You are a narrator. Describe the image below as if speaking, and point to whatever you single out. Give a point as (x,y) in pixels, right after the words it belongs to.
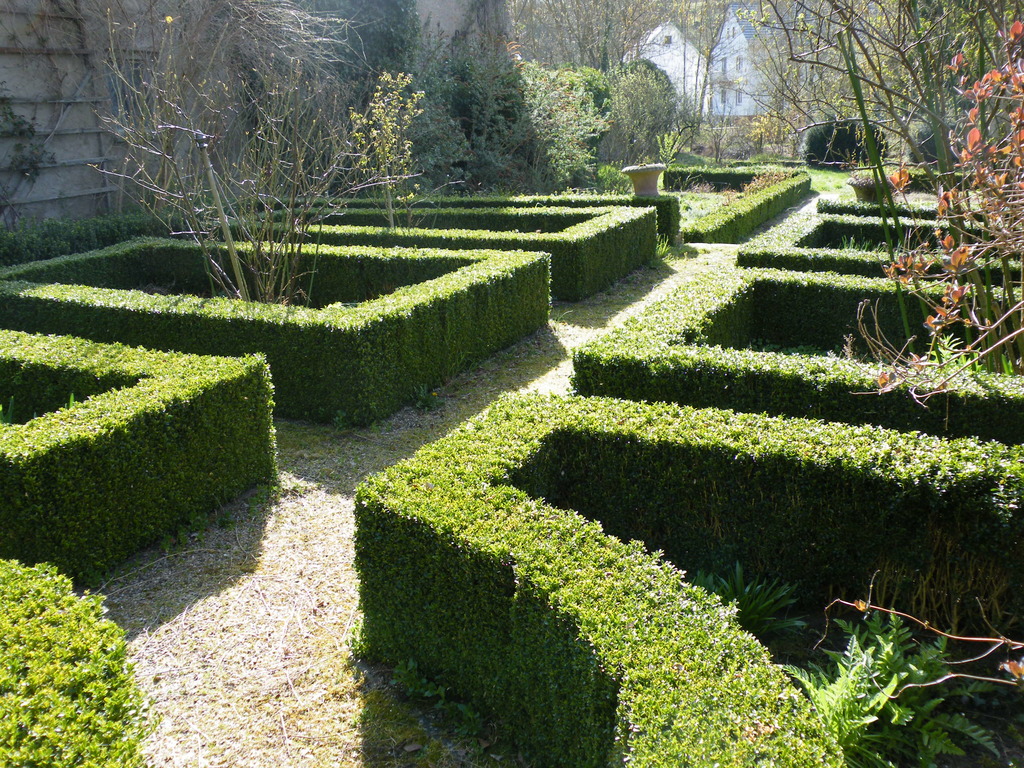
In this image we can see a garden maze (565,360), trees (662,158), walls (112,91), buildings (735,110) and shrubs (869,693).
